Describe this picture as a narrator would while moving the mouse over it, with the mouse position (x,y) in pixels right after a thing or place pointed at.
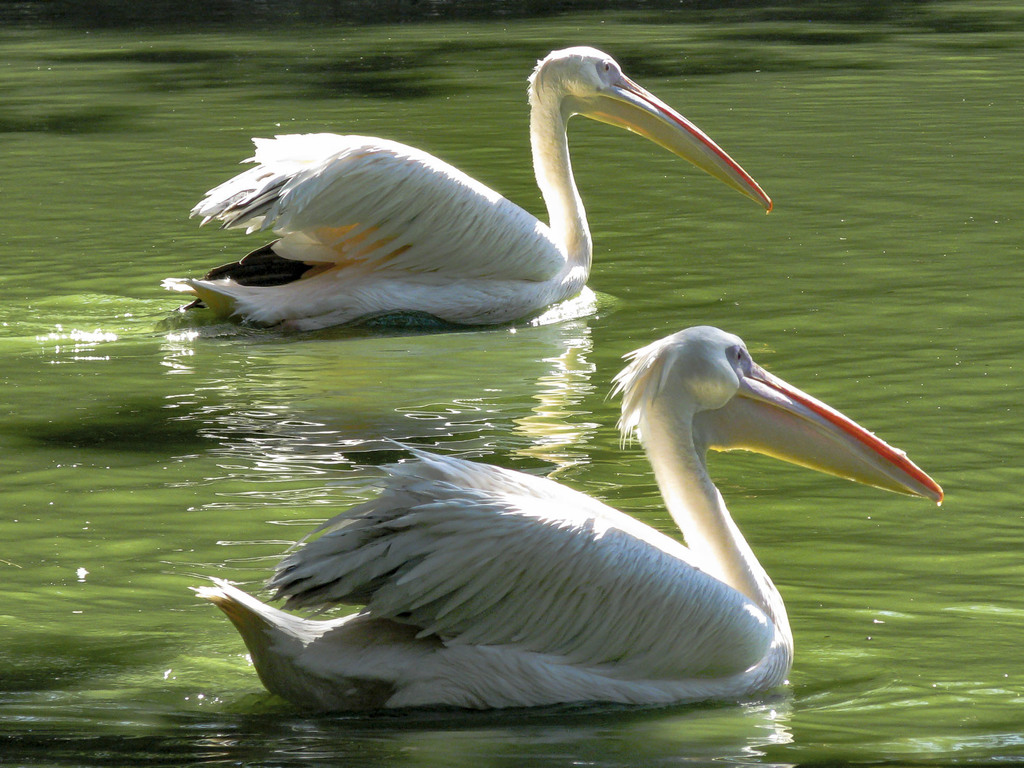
In this image we can see two pelicans (526,241) on the water (516,334).
